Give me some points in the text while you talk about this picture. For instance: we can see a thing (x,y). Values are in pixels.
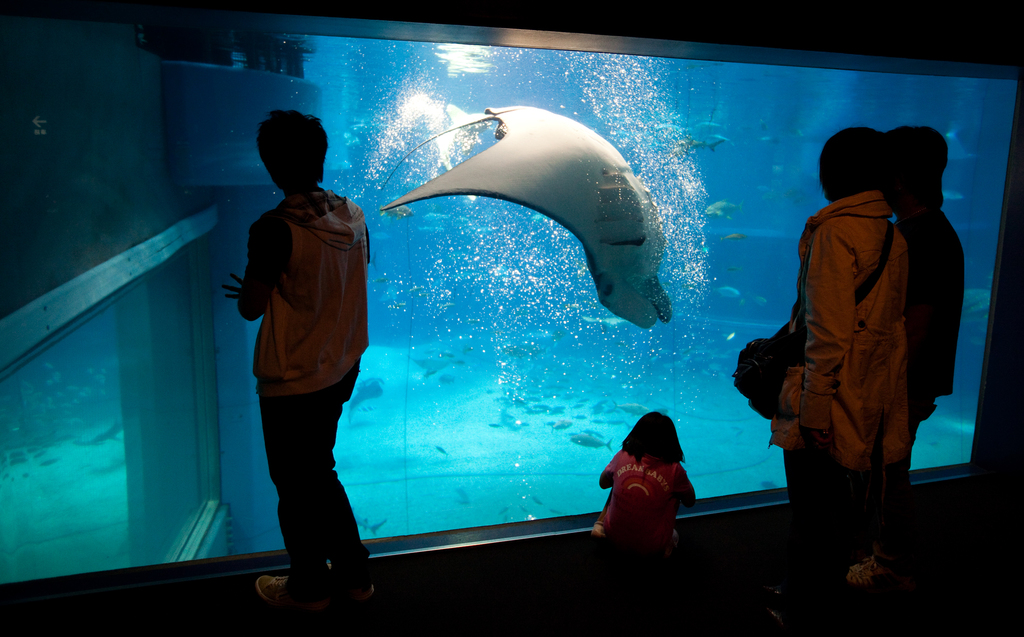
In the image we can see there are people (859,349) standing and one is sitting, they are wearing clothes (310,300) and some of them are wearing shoes (275,577) and carrying bags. Here we can see the aquarium (493,221) and in the aquarium (577,353), we can see there are many fishes (501,153).
